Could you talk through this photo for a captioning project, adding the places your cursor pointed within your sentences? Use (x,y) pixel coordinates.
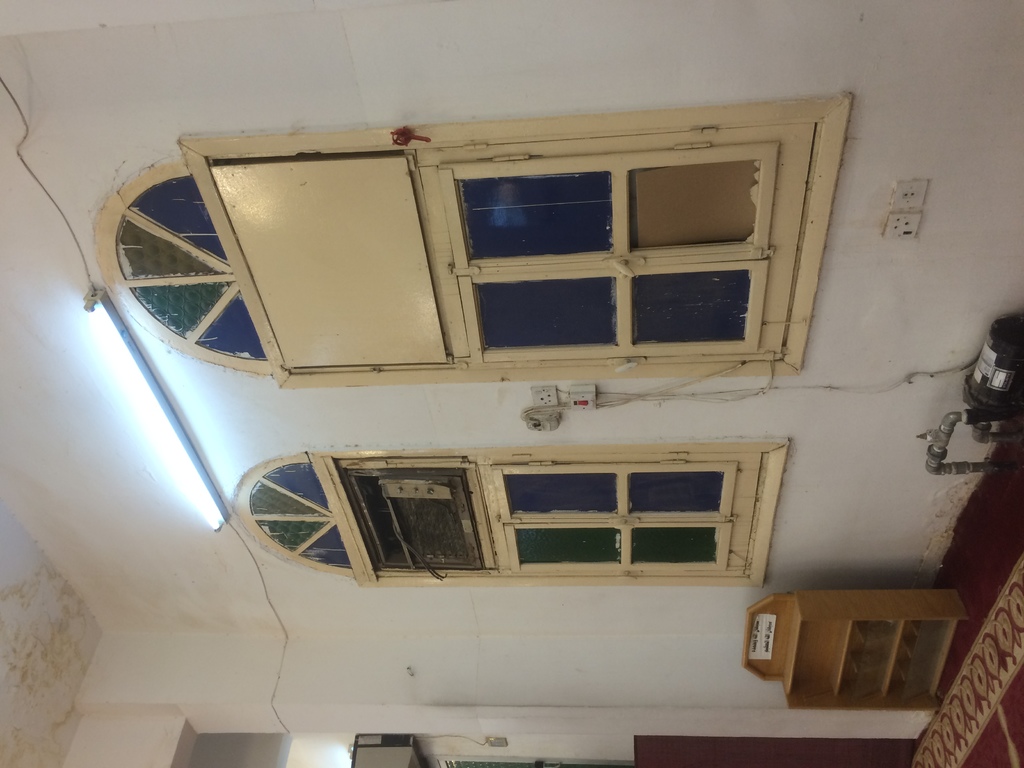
In this image we can see a building (270,612) with two windows (540,324), one tube light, and two switch boards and there is electrical motor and one box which is prepared by wood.
